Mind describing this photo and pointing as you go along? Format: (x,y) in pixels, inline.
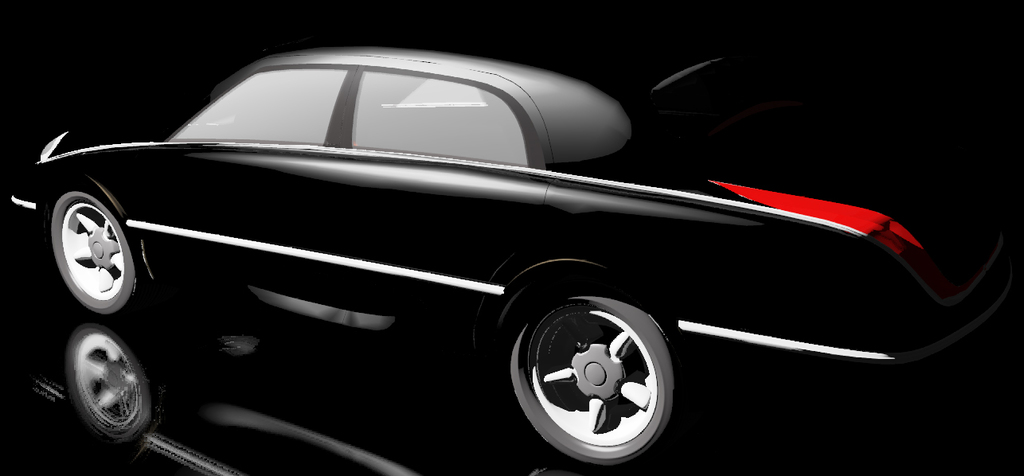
In this picture I can see a car (280,280) which is of black color and I see that it is dark in the background (619,73) and on the bottom of this picture (141,368) I can see the reflection (257,378) of the car (182,180).
